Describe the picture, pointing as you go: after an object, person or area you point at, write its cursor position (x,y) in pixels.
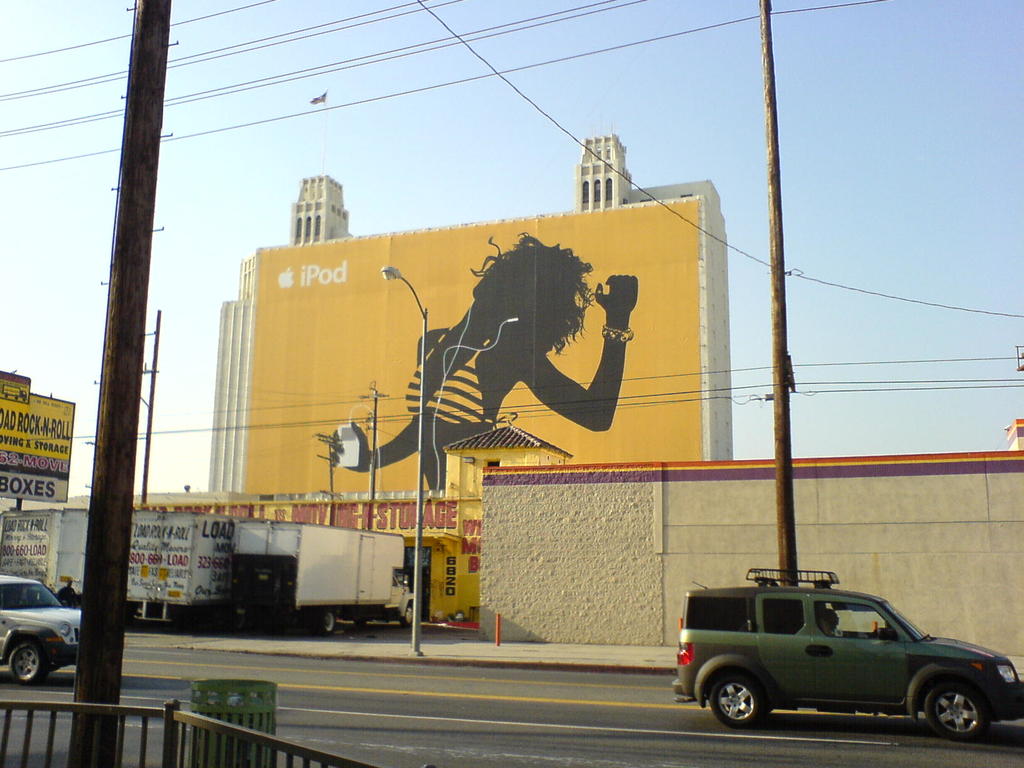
This picture is clicked outside the city. Here, we see cars (928,644) moving on the road (495,686). At the bottom of the picture (149,714), we see an iron railing (216,728) and beside that, we see an electric pole (105,523). On the left side (40,412), we see a yellow board (33,427) with some text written on it. Beside the car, we see street lights (415,525) and electric poles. Behind that, there are buildings (499,474). At the top of the picture (427,177), we see the sky (371,210).
